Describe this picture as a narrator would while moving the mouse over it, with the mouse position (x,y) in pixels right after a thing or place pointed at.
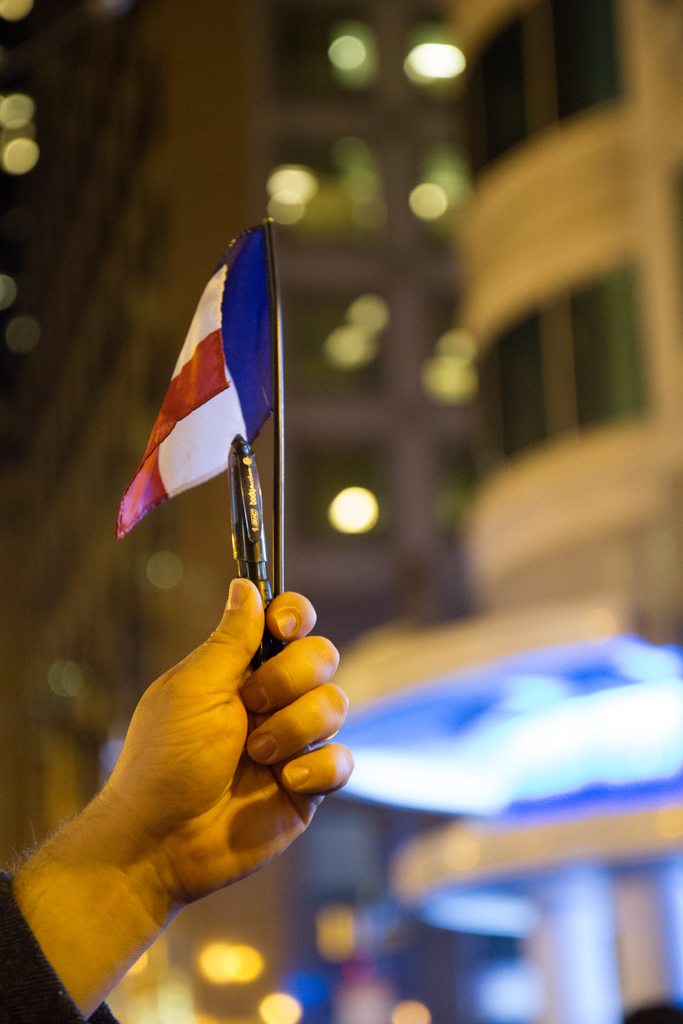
In the foreground of the image (77,885) we can see a person's hand (239,702) holding a flag (214,426) and a pen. In the background of the image (27,596) there are buildings (330,169).
